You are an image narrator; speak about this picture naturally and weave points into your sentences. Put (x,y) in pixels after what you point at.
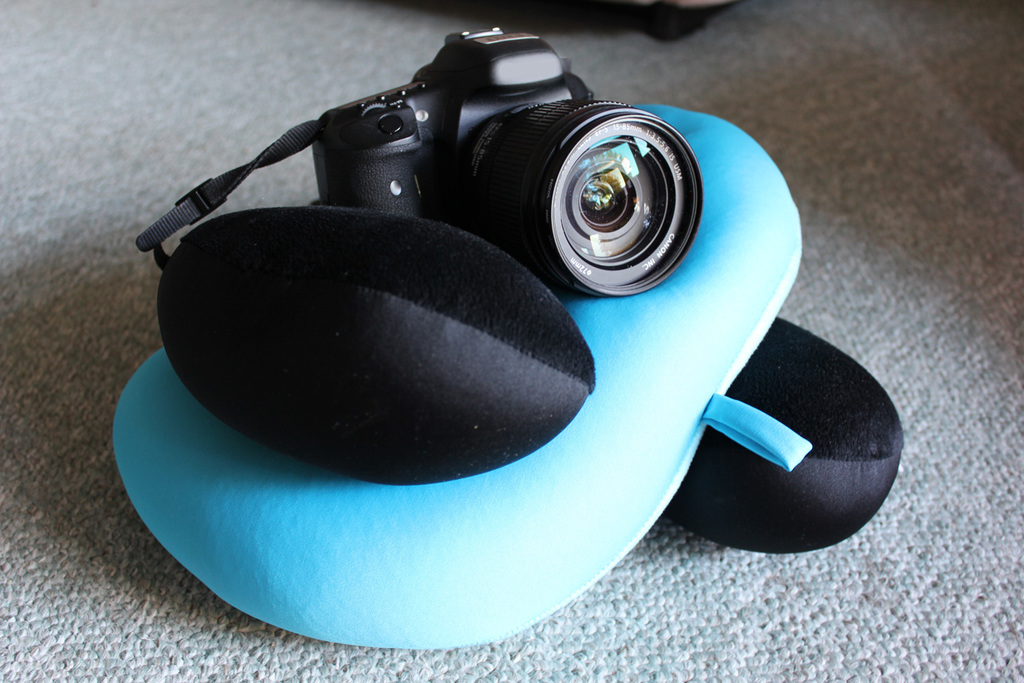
In this picture there is a camera (541,132) placed on the pillow (595,457). The pillow (652,400) is blue in color. On the top (339,218) and at the bottom of the pillow (598,417) there are two black pillows (820,430).
